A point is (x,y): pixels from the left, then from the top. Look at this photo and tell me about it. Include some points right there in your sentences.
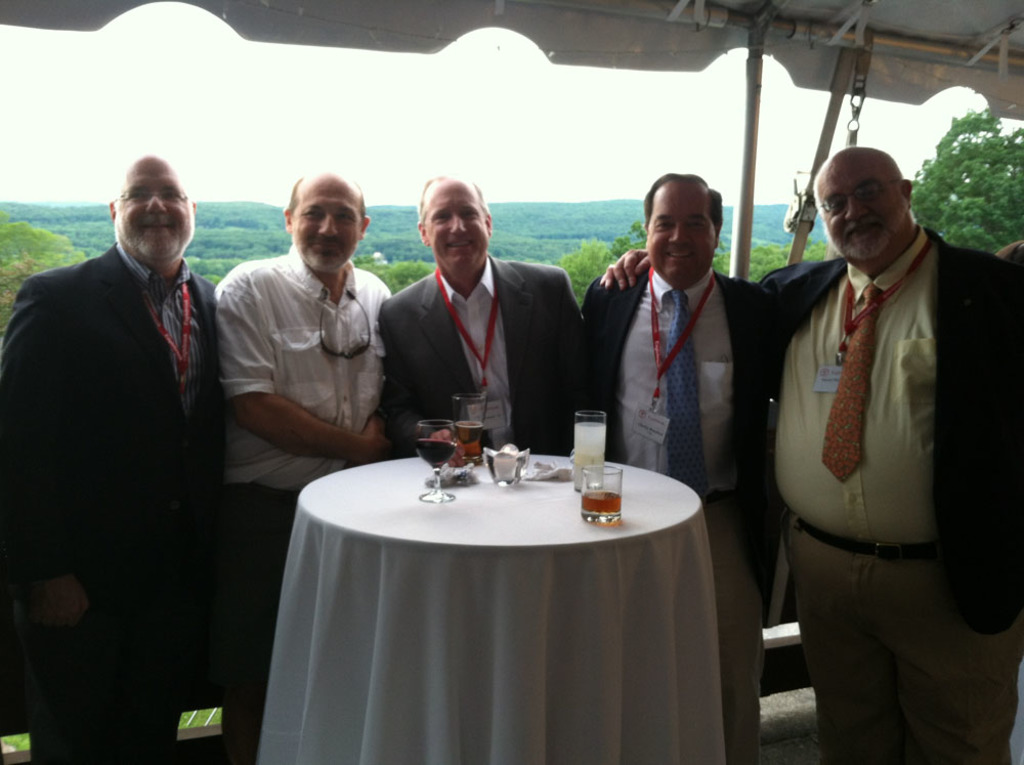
A group of five men (887,365) are standing at a table (572,563) with few glasses (598,480) on it.
